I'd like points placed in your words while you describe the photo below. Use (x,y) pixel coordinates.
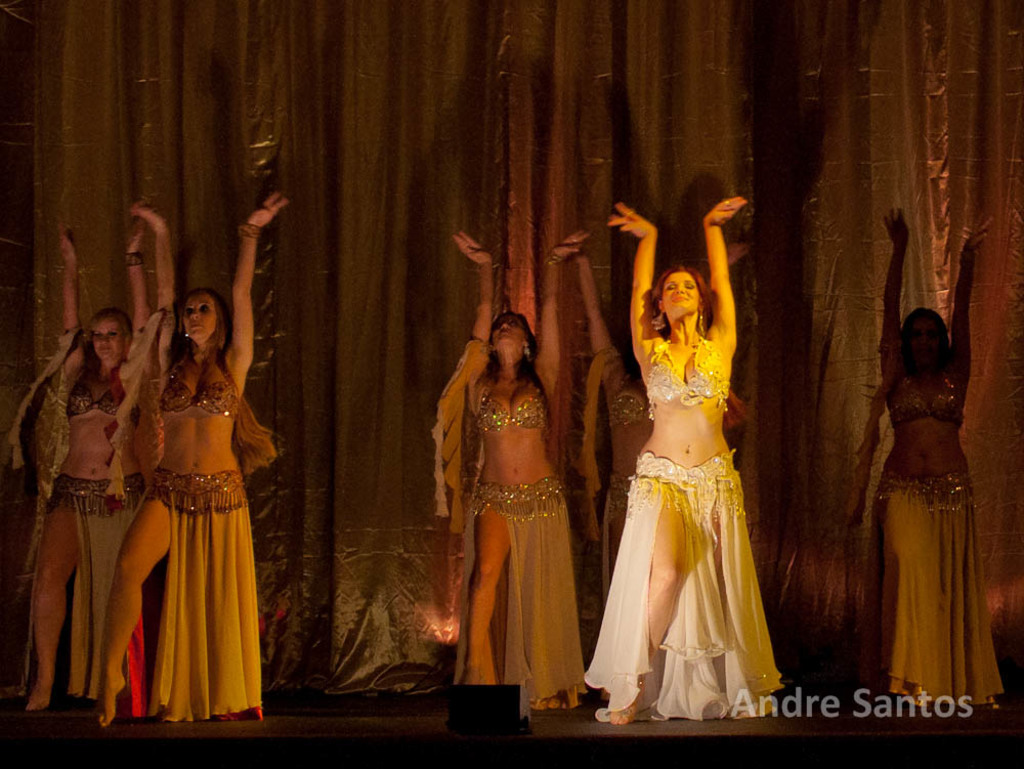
In this image I see 6 women (536,376) who are wearing same costumes (988,653) and I see the watermark (908,705) over here. In the background (397,476) I see the curtain (825,437).
